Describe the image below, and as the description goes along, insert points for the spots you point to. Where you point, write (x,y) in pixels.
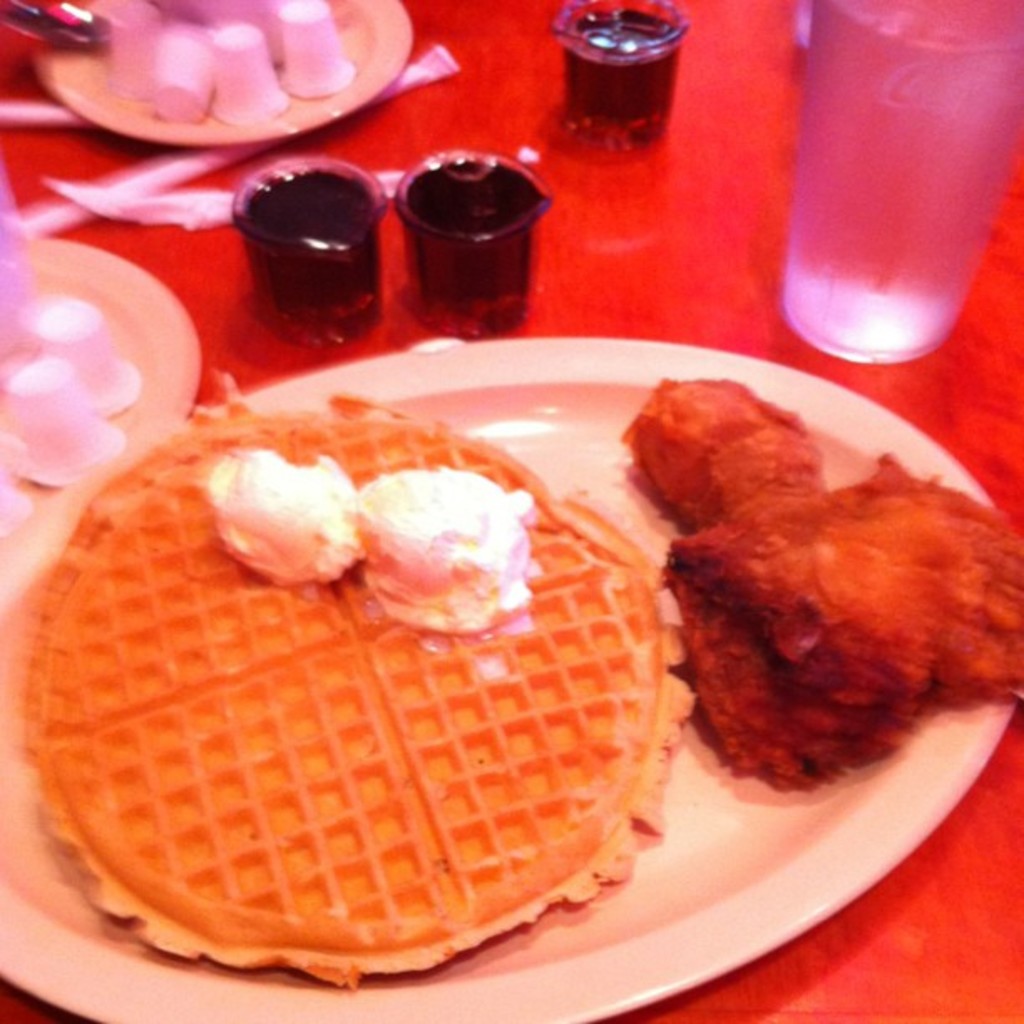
In this image on the table (348,145) there are food items (485,552) in a plate (558,353) and there are glasses (976,96).
